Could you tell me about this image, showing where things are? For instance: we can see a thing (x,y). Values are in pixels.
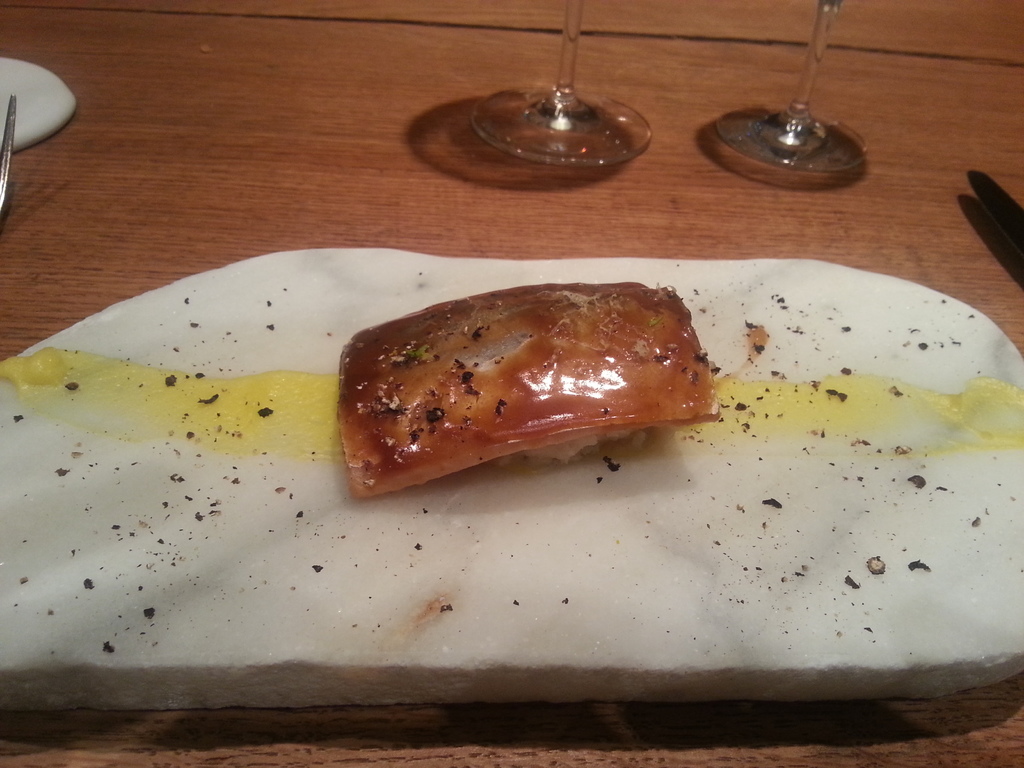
In this picture there is kasuzuke (611,357) in the center of the image (674,355) and there are glasses (772,145) at the top side of the image (547,90) and there is a fork (6,143) on the left side of the image (6,129).
